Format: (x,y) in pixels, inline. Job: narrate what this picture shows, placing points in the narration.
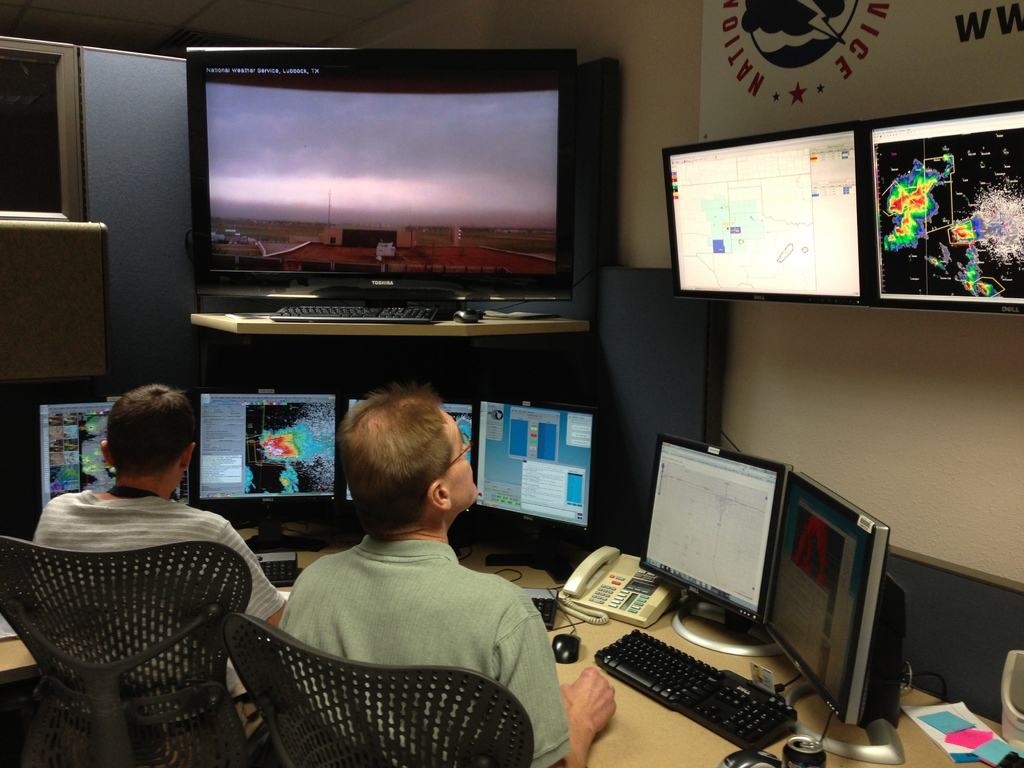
As we can see in the image there is a wall (644,119), few televisions (439,229), a banner (861,63) and two people (327,642) sitting on chairs (49,670) and table (561,619). On table (534,586) there is a keyboard (618,650), screens (699,527), telephone (593,596), mouse (578,641), tin (796,743) and papers (932,737).
